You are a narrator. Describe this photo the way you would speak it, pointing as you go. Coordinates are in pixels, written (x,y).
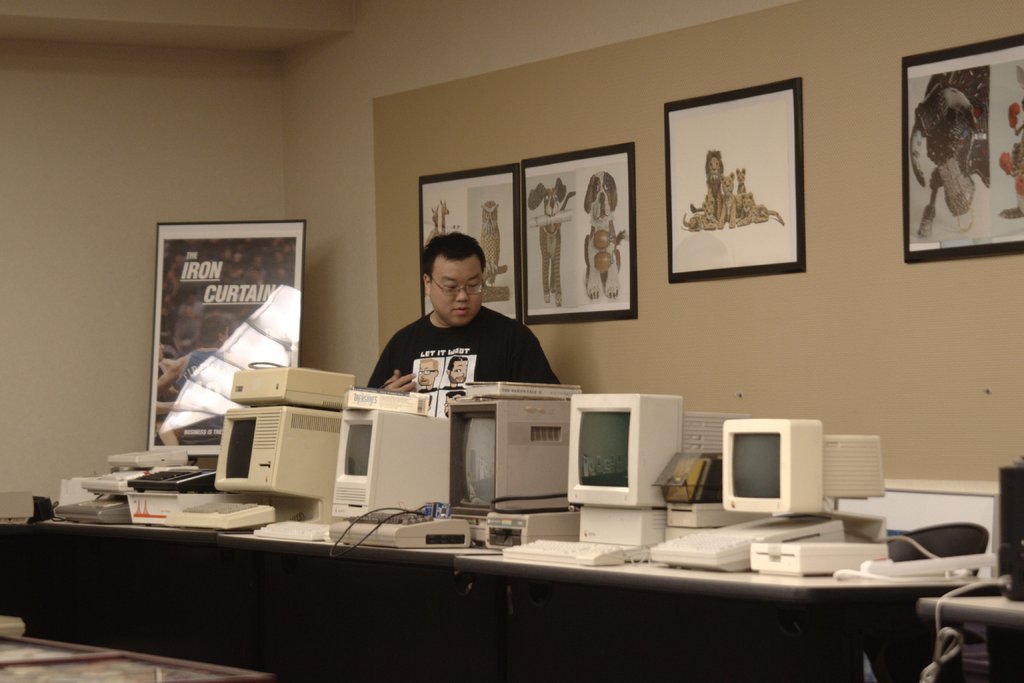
There is one man (466,345) standing and wearing a black color t shirt (462,354) in the middle of this image (451,347), and there is a wall (569,355) in the background (742,358). We can see there are some photo frames (609,209) attached to it. There are some monitors (540,461) and other devices (689,550) kept on a table (397,556) at the bottom of this image (295,492).
